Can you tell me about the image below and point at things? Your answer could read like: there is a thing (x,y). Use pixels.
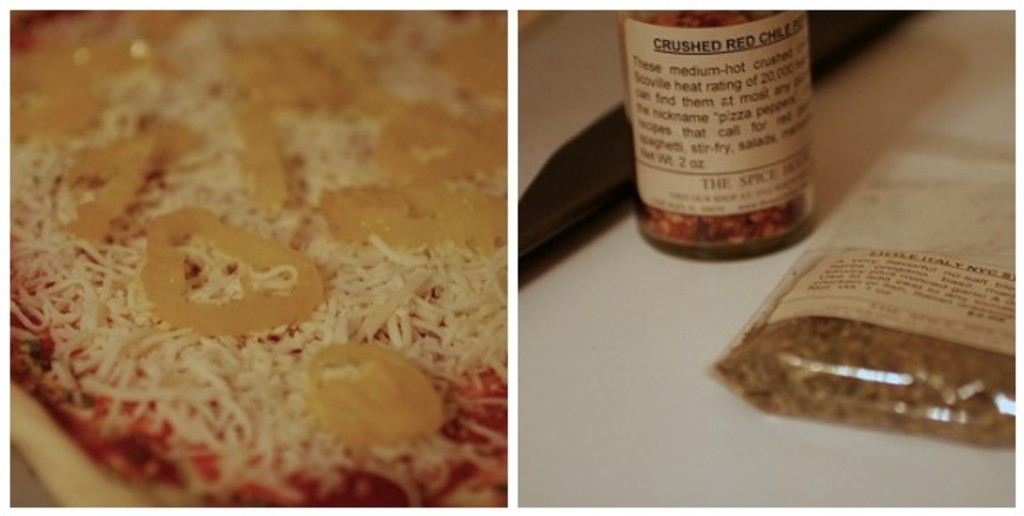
In this image we can see a bottle (740,186) and a packet (860,346) on the right side (938,354). On the left side (155,280), I think there is a pizza (130,413) with cheese (156,364).
